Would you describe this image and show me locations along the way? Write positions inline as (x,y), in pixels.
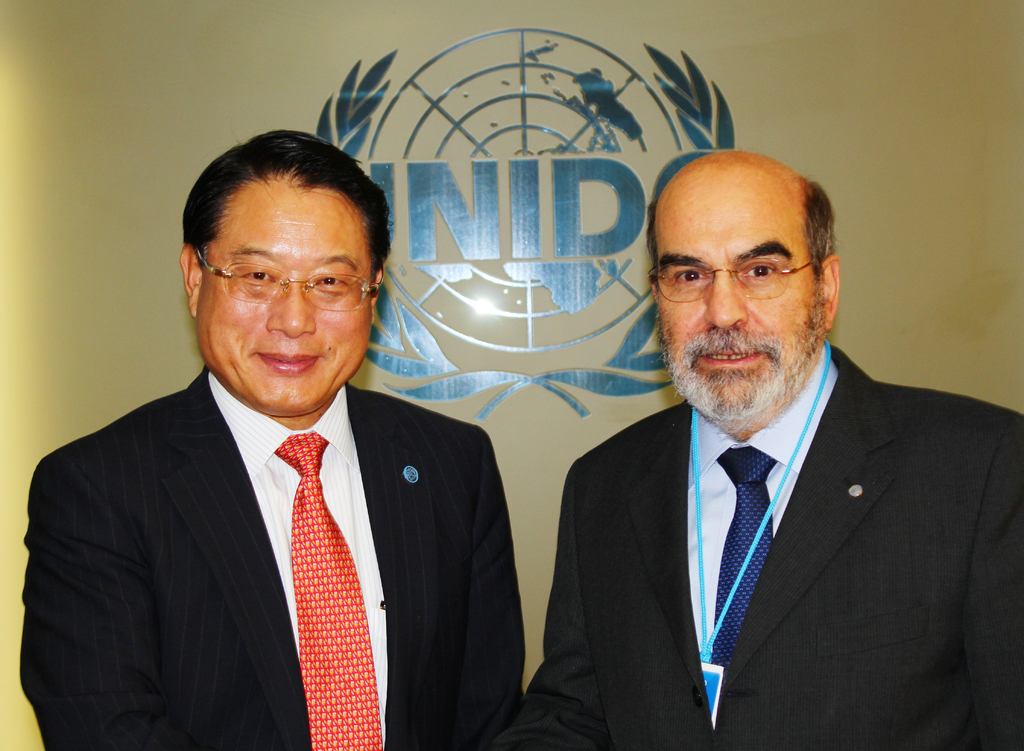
In this picture we can see two men (731,446), they wore spectacles (670,278) and the right side man (769,437) wore a tag (703,538).
